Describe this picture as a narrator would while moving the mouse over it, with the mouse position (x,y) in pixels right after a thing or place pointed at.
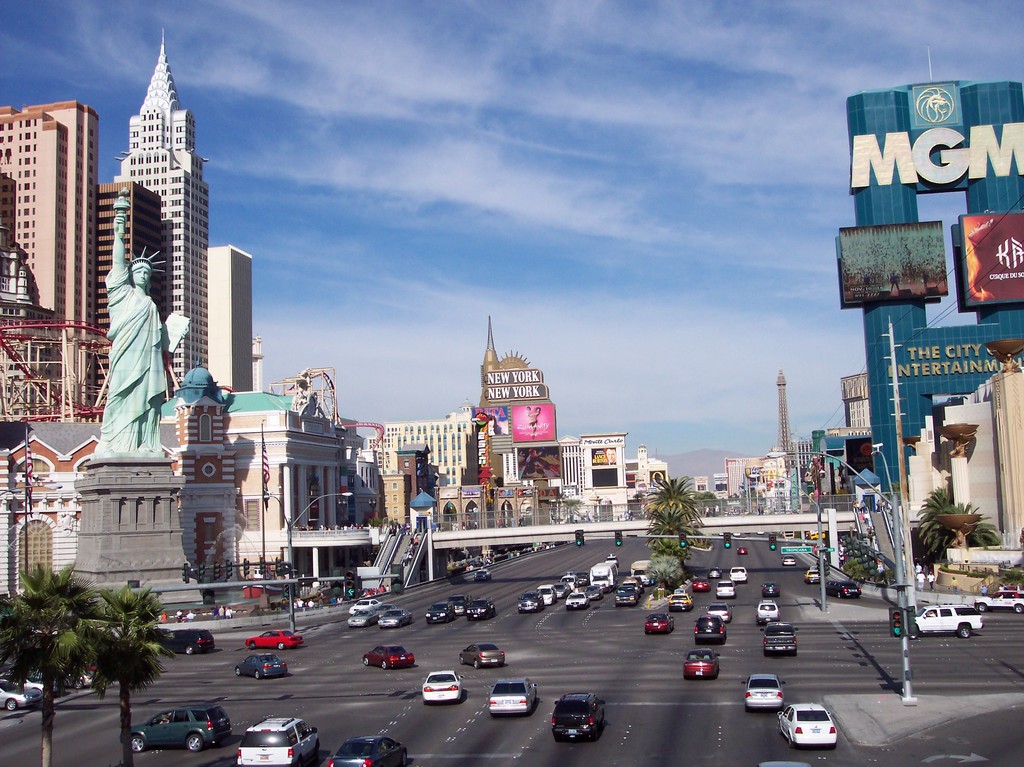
In this picture we can see few traffic lights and vehicles (461,679) on the road (682,635), on the left side of the image (137,366) we can see a statue (134,351), in the background (212,441) we can find few buildings (526,488), hoardings (608,481), trees (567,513) and clouds (611,334).
